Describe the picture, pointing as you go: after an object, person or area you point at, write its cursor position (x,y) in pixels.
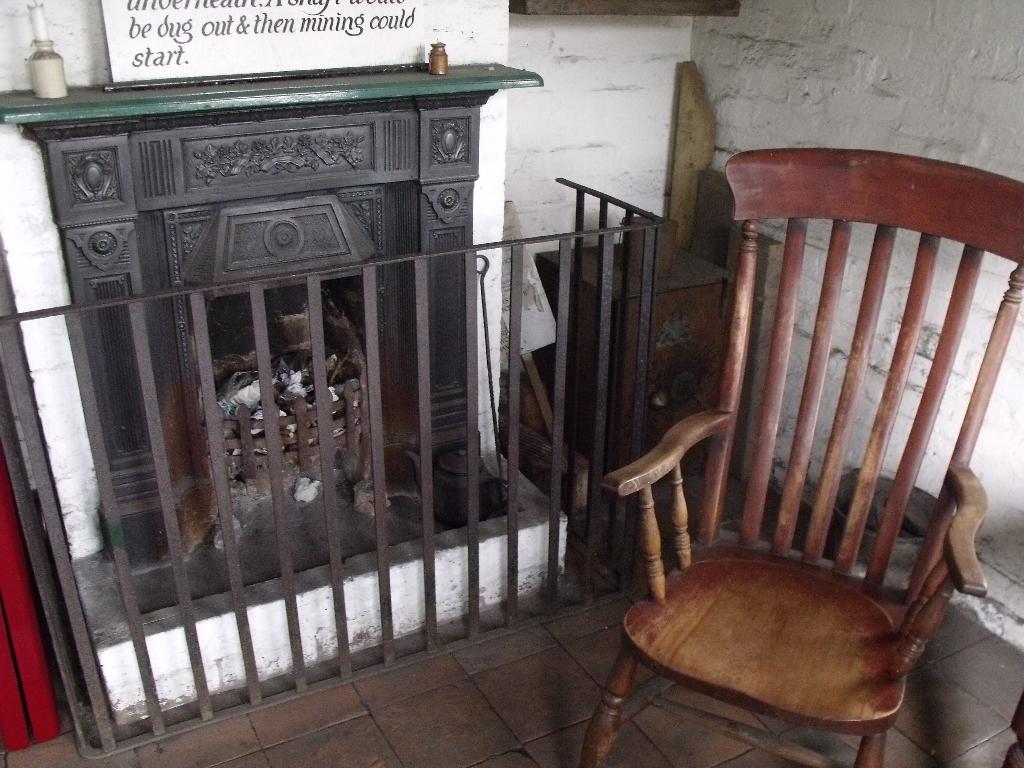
In this image I can see the brown color chair (817,549). To the side I can see the railing (333,480) and the fireplace (262,223). On the fire place (371,232) I can see the white color board (211,32) and something is written on it.
